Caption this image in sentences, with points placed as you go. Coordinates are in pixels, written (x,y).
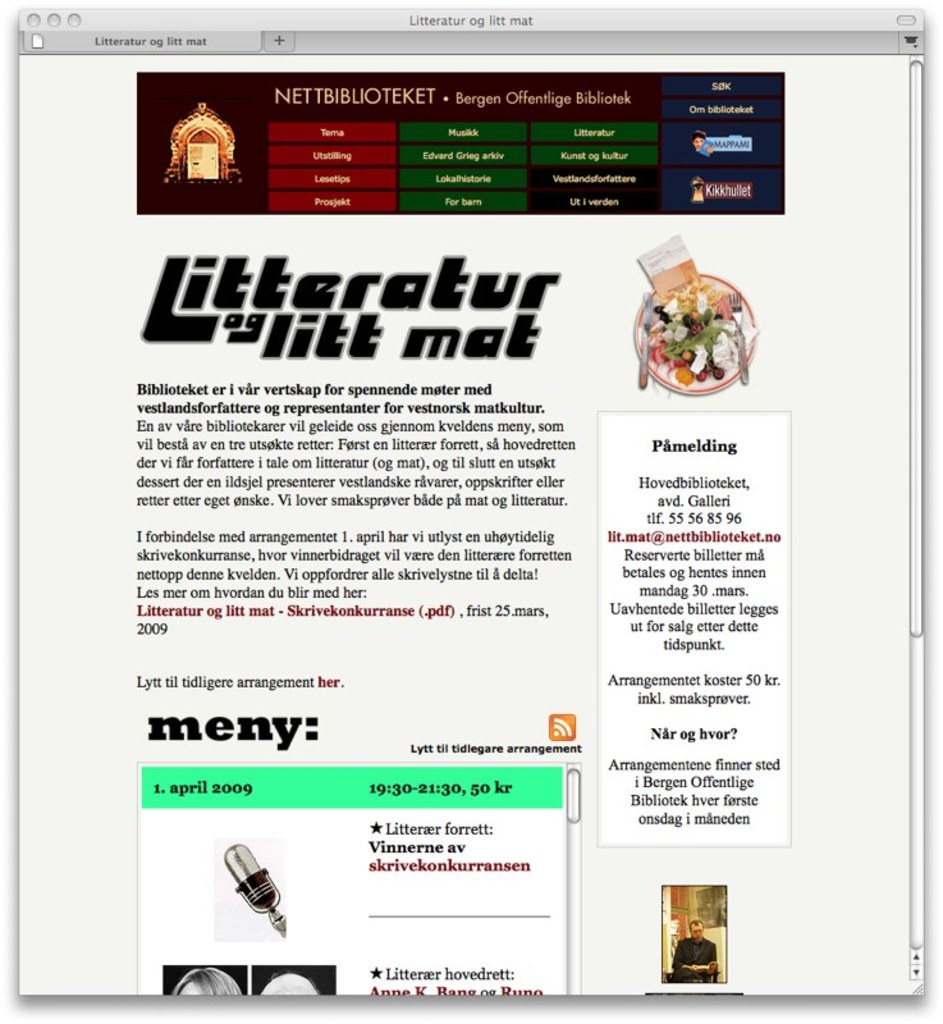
This is the image of a screen (861,650) in which there is text (238,295) and image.
